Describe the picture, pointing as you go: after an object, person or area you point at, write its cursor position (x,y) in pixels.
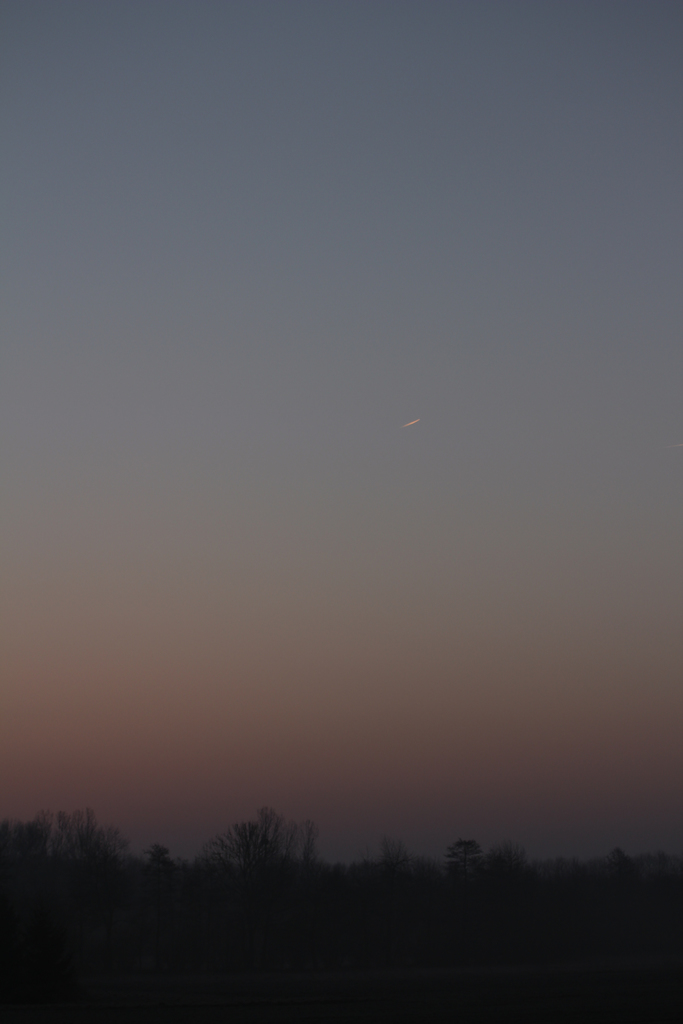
This picture is taken at night. At the bottom (159,902), there are trees (571,877). On the top (402,161), there is a sky (374,192).
